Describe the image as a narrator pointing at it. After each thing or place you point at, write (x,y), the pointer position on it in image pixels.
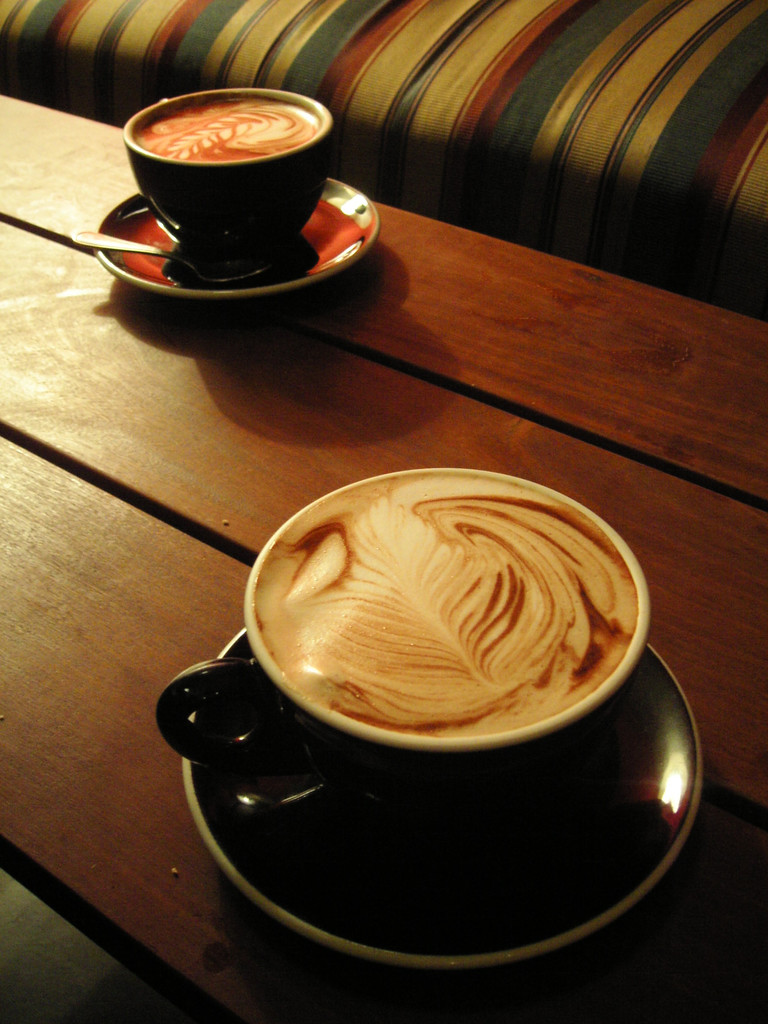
In this image we can see two coffee cups (225,235) in which coffee (223,112) is present.
